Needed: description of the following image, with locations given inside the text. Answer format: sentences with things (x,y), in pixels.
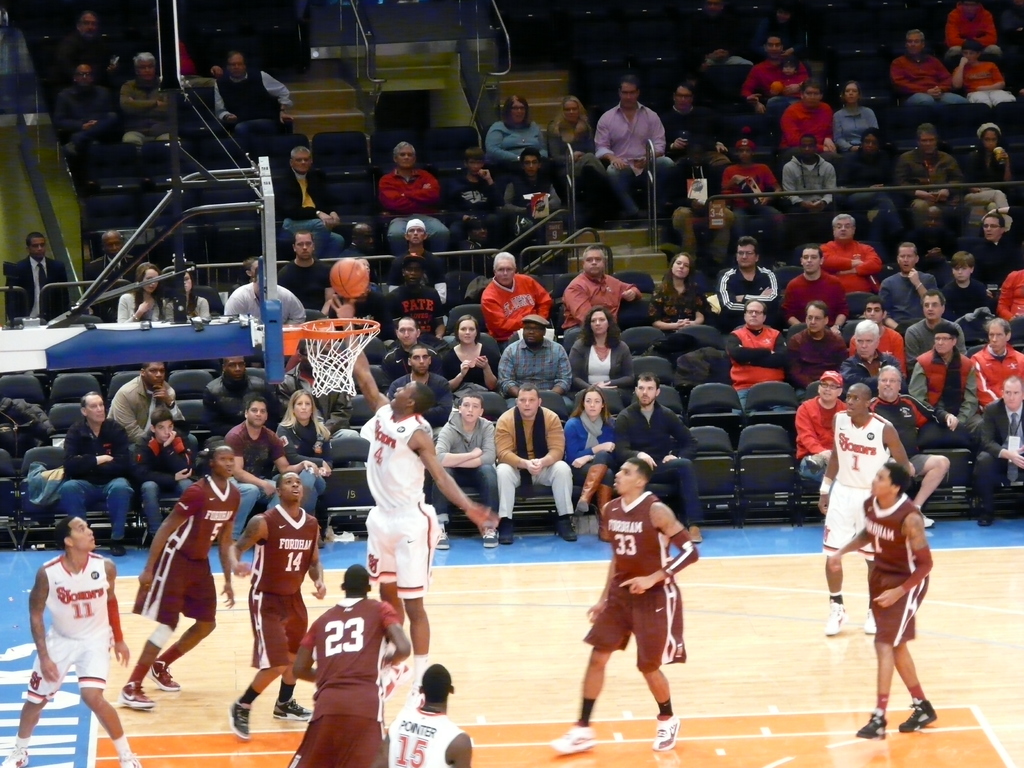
In this image I can see number of people (434,459) where few of them are playing basketball and rest all are sitting on chairs (359,436). In the front of the image (886,425) I can see few people (43,653) are wearing sports jerseys (402,440) and on their jerseys (286,541) I can see something is written. On the left side of the image (297,329) I can see a basketball net (310,327), a board (271,287) and a basketball (355,282) in the air (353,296).
